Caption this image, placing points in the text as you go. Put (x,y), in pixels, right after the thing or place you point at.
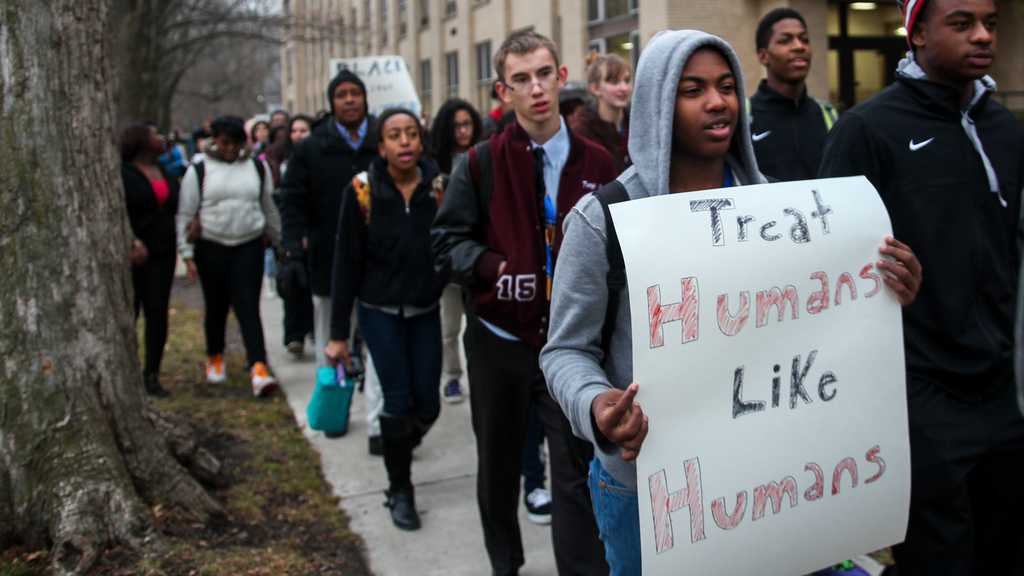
In this image there are people (428,296) walking on the pavement (449,439). Right side (691,245) there is a person (621,381) holding a poster (699,260) which is having some text (783,302). Left side (35,241) there are trees (105,152) on the grassland (272,466). Few people (213,314) are walking on the grassland (249,429). There is a woman (365,320) holding a bag (326,395). She is walking on the pavement (470,529). Behind her there is a poster (407,90). Background (816,13) there are buildings (429,56).
